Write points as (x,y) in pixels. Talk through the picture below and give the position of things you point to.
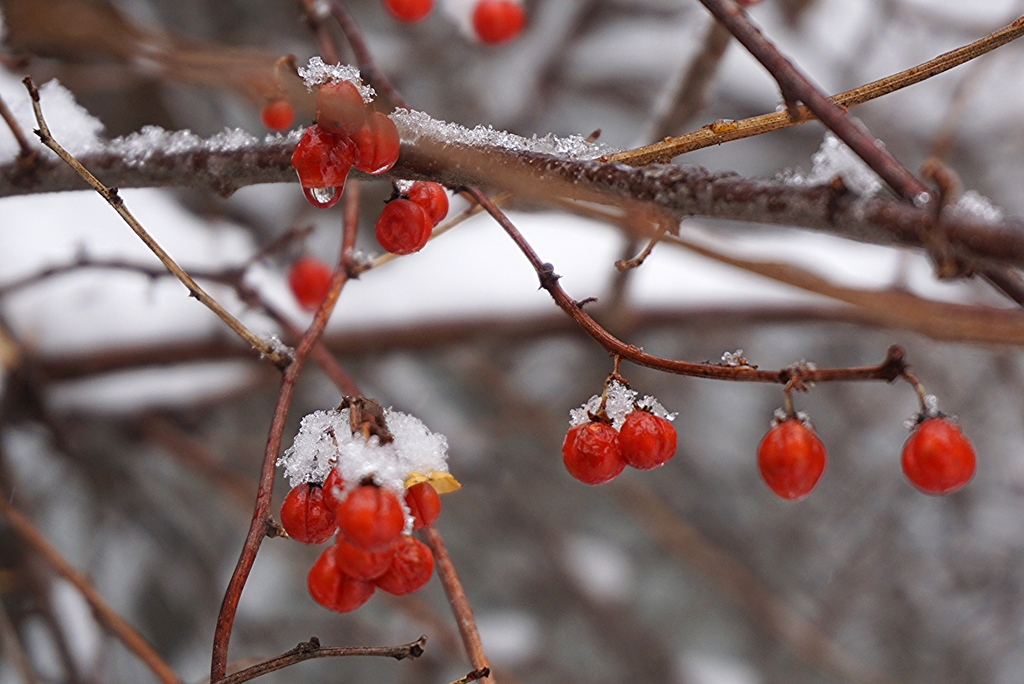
In this image there are fruits (587,423) to the stems (793,200). There is the ice (343,461) on the fruits (369,132) and on the stems (167,160). The background (530,15) is blurry.
